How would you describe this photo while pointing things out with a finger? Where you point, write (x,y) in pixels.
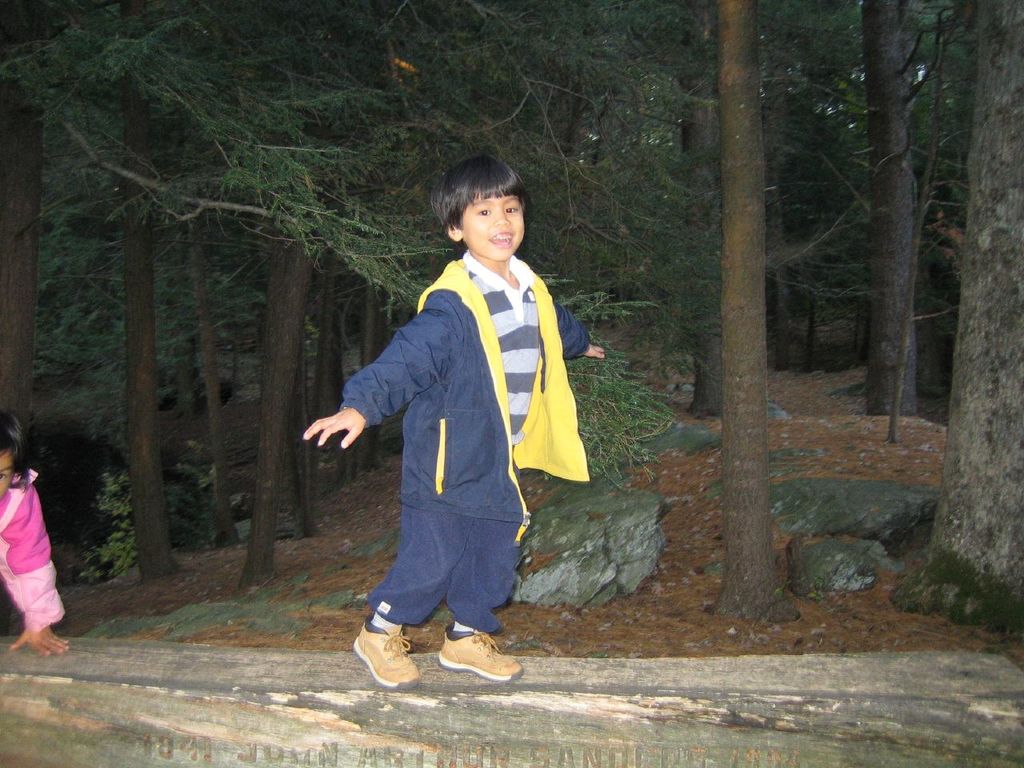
This picture might be taken from outside of the city. In this image, in the middle (472,492), we can see a boy (482,363) standing on the log (382,700). On the left side (30,495), we can also see another kid (15,491). In the background (874,155), we can see some trees (531,189), at the bottom (636,523) there are some rocks (875,522).
